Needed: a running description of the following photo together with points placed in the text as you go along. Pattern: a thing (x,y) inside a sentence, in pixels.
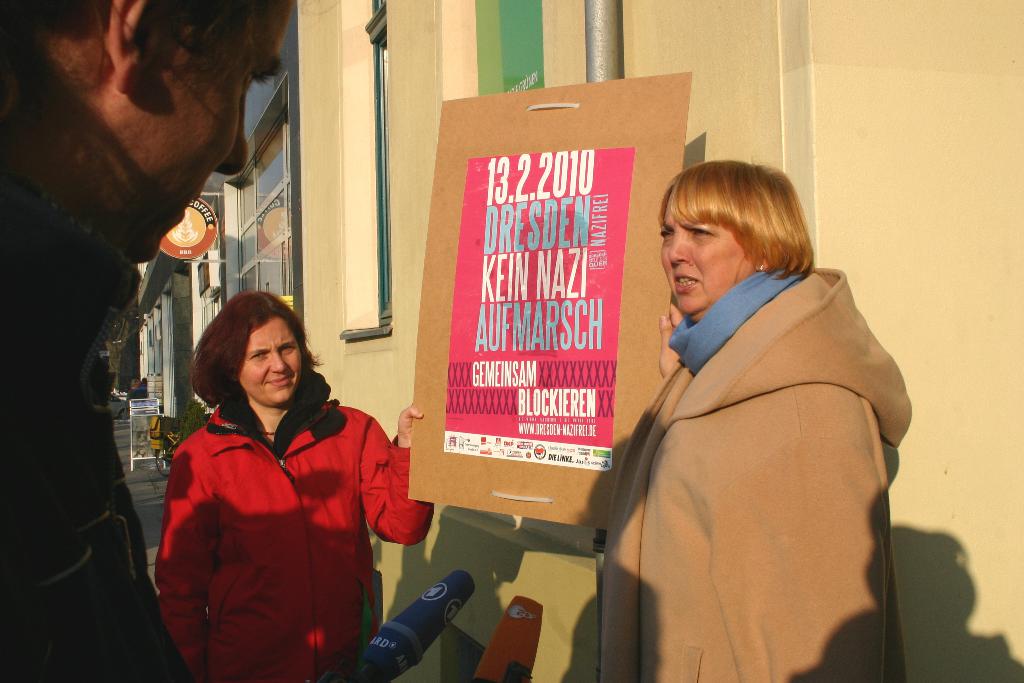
There are two persons (687,474) standing at the bottom of this image (570,456) are holding a poster (539,297). There is one person (70,253) standing on the left side (76,465) is holding a Mic (397,671). There is a building (350,311) in the background (408,311).
